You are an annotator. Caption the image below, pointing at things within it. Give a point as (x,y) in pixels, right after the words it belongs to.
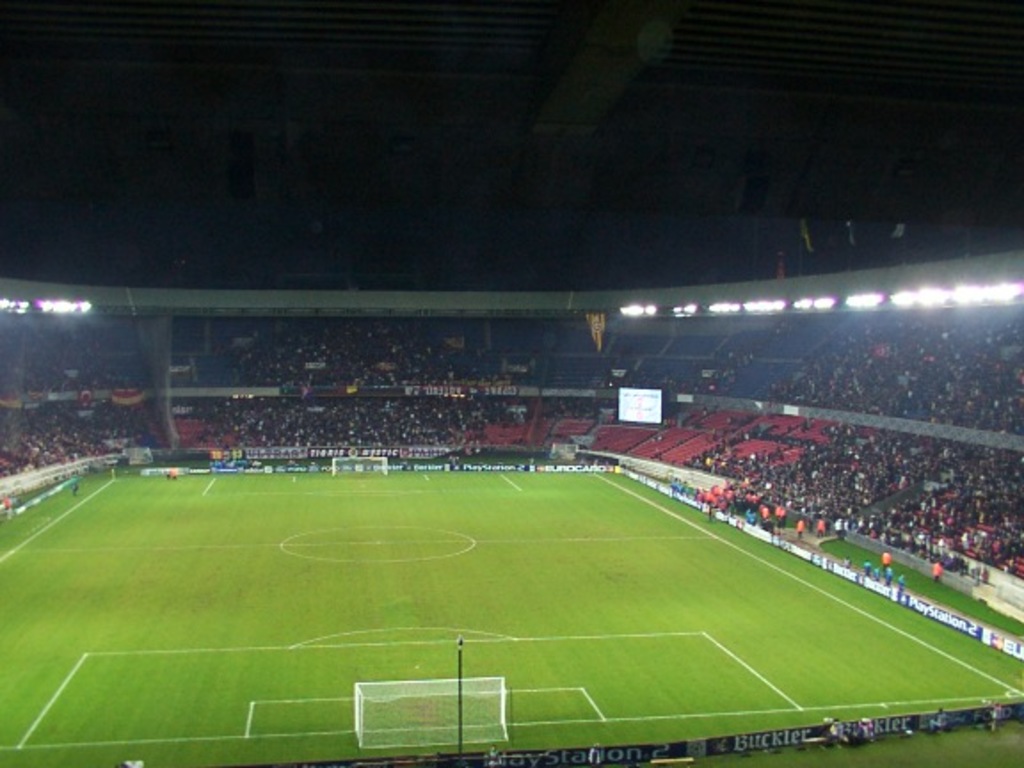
In this image I can see a stadium of football (483,485). In the background (834,458) I can see people (850,457) sitting on chairs (648,429). Here I can see nets (387,719), fence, lights (878,296) and other objects (358,452) on the ground (269,479). Here I can see the grass (233,481).
